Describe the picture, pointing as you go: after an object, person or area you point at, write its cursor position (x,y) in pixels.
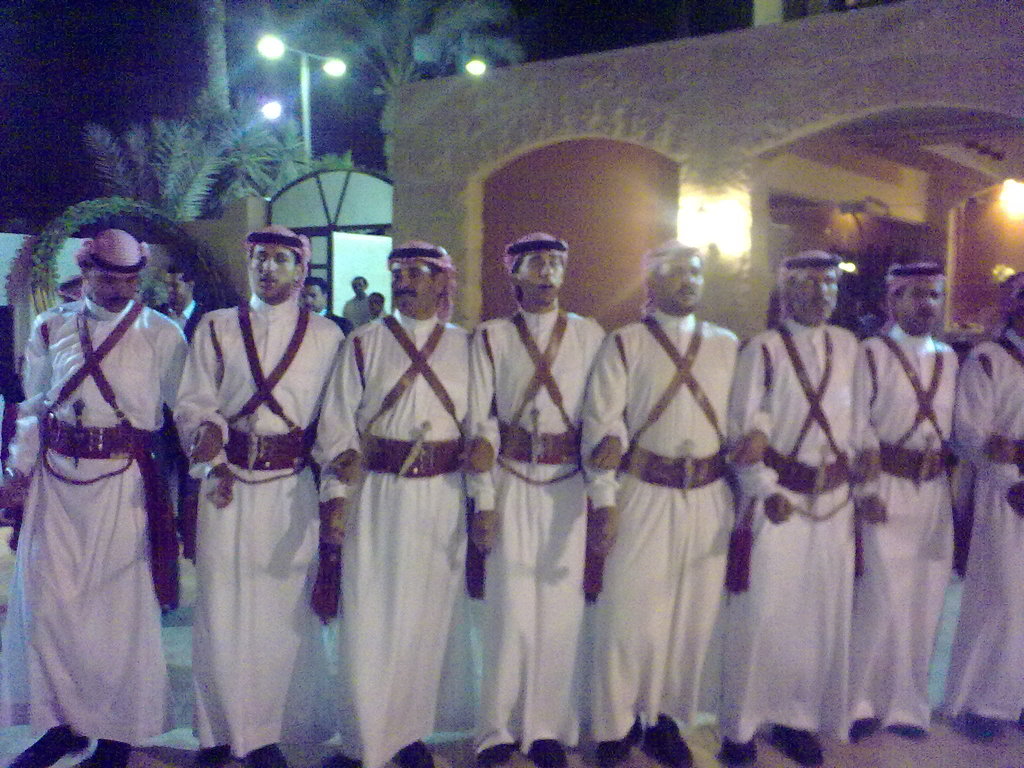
This picture describe about the group of men (188,381) wearing white color Arabian traditional dress (239,633) standing and singing. Behind we can see brown color arch (546,143) and some coconut trees (217,75).
